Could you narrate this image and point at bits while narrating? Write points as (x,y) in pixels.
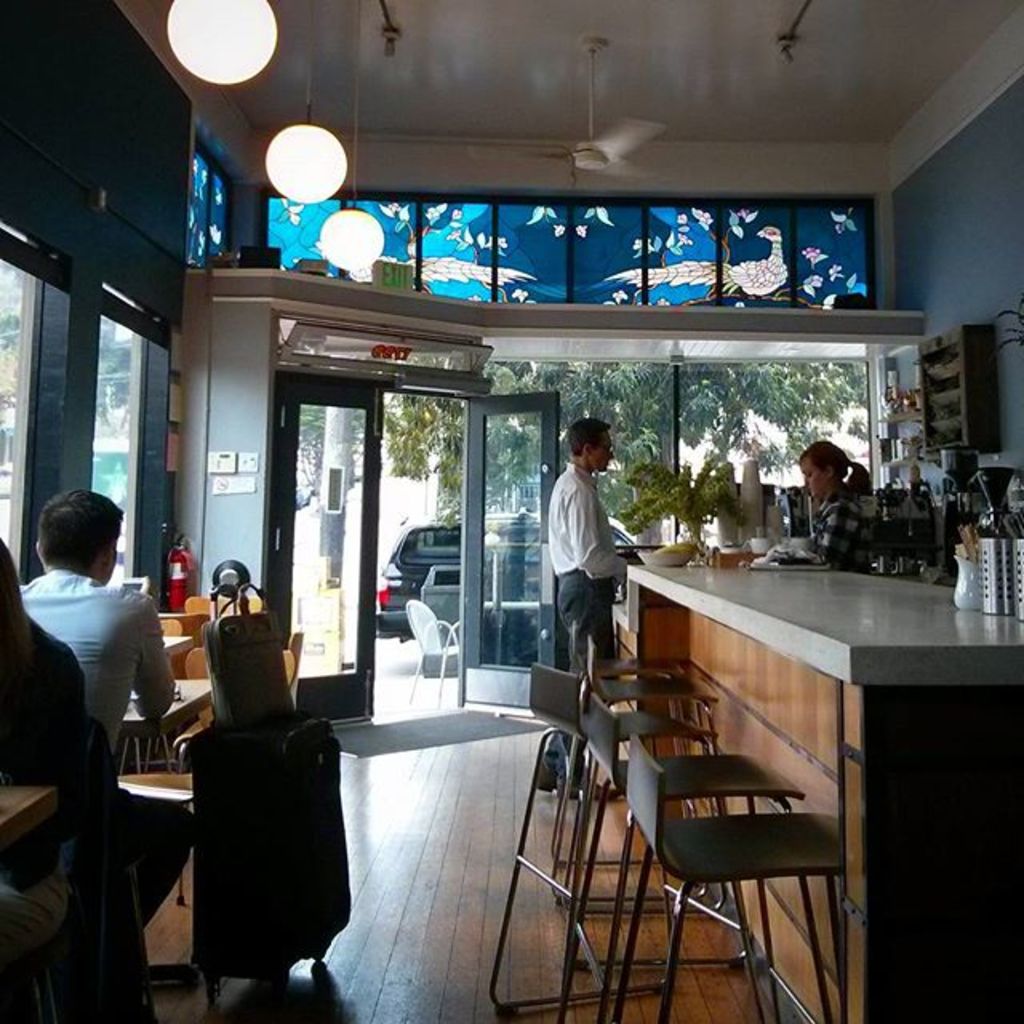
In the image we can see there are people (594,588) who are standing and a man (114,621) is sitting on the chair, beside him there is a luggage bag (265,871).
